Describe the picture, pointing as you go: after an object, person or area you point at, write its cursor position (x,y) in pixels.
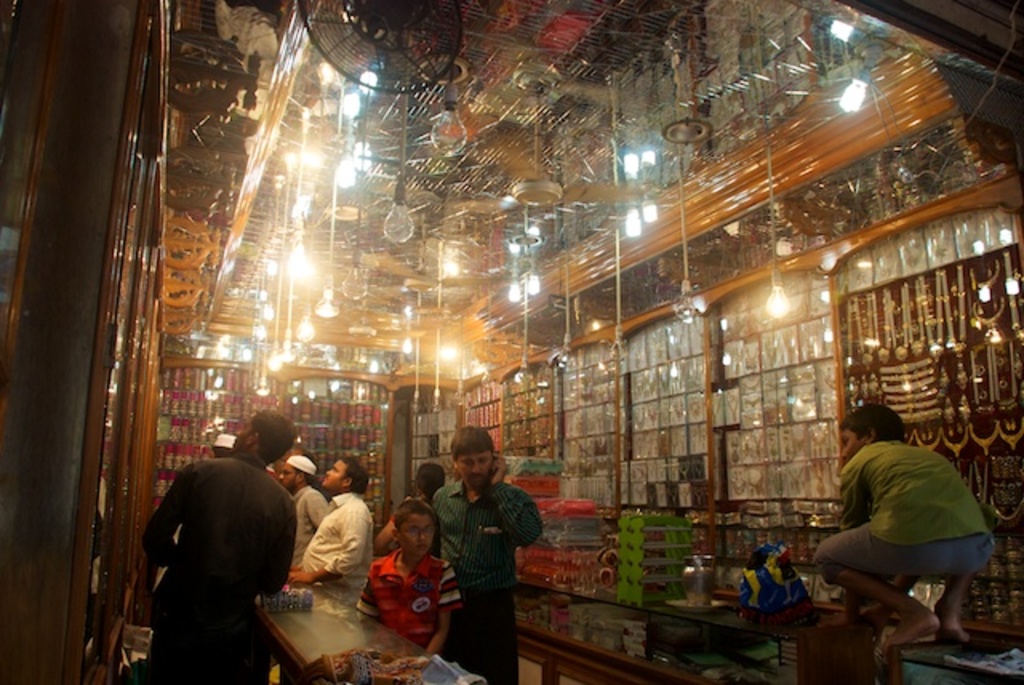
It is a bangle store (497,323), there are lot of bangles (318,405) and other ornaments (941,324) in the store (516,272) and the store (325,278) is beautifully decorated with lot of lights (280,362) and the customers (358,520) are buying products (723,409) from the store (150,386).
